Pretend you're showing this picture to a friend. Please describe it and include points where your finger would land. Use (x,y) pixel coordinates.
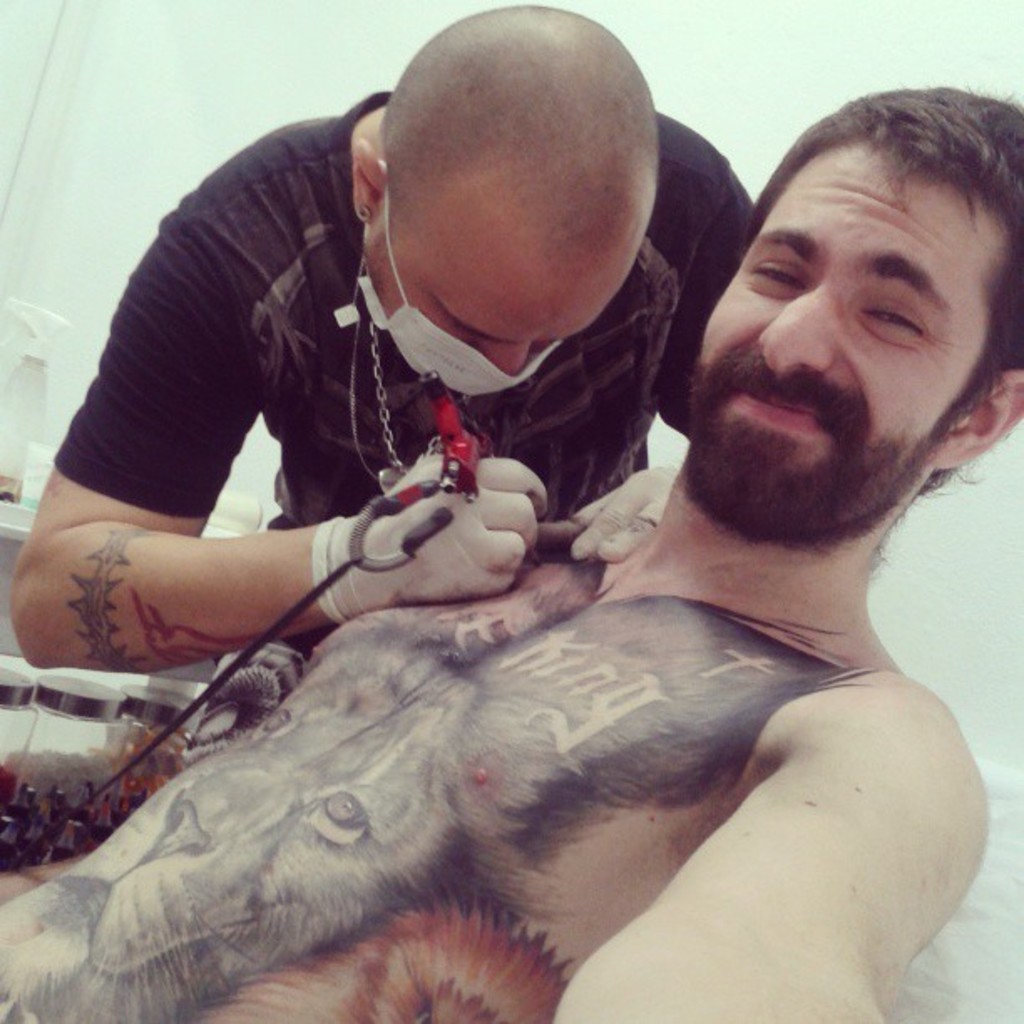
This image consists of two persons (397,655). In the front (584,657), there is a man (491,825) tattooing on his body (747,684). Beside him, there is a man (301,435) holding a tattoo machine (456,476) and he is wearing a black T-shirt (577,355). In the background (172,118), we can see a wall (168,146).
